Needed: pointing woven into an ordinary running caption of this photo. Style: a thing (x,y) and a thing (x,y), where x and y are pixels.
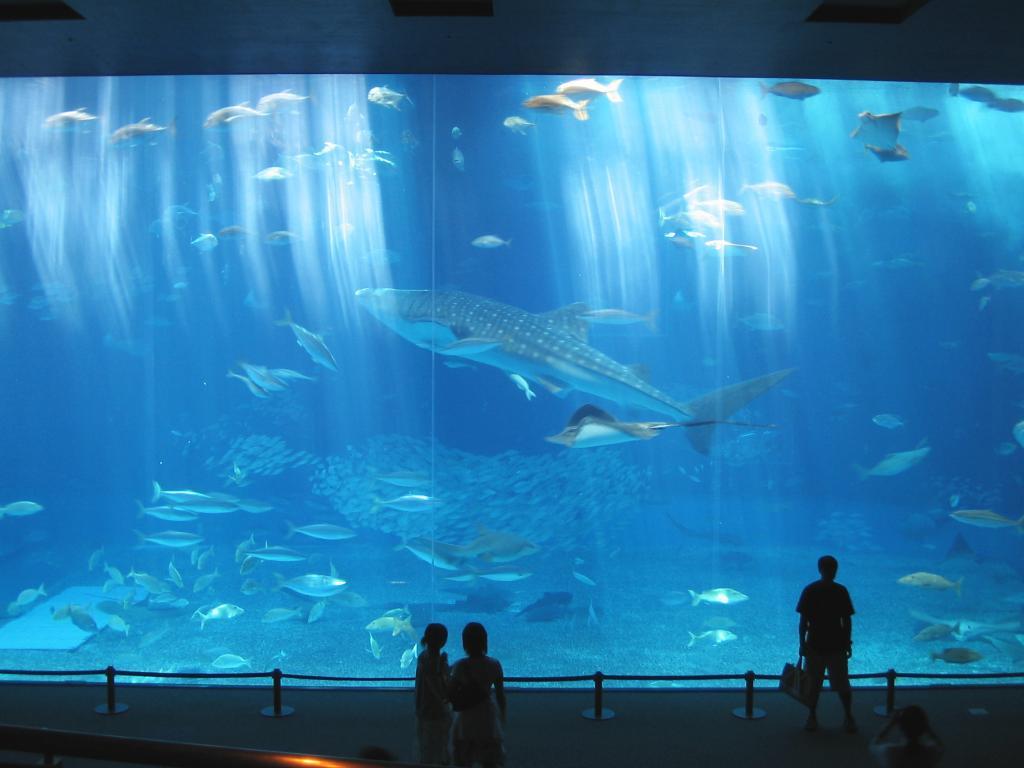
In this picture we can see a big glass (335,389), in it we can see some fishes (555,482) in a water (564,552), side few people (487,684) are standing and watching.
